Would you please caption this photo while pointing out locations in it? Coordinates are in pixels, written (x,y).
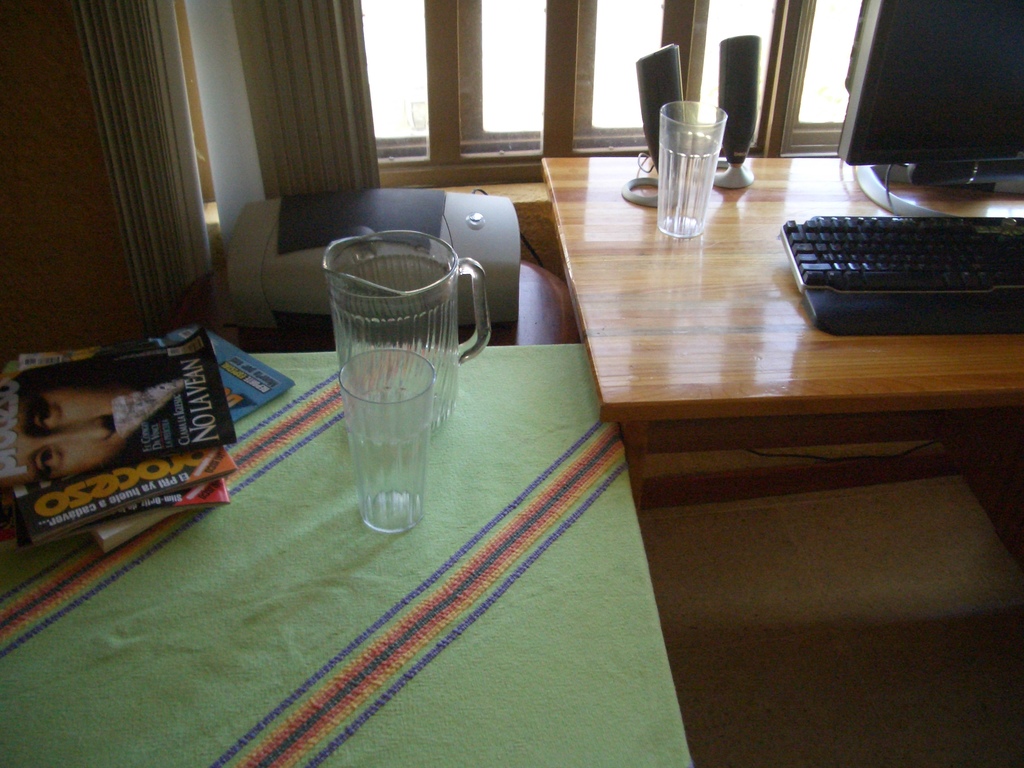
This is the desk (803,358) where keyboard (944,286), monitor (911,86), speakers (731,82) and tumbler (699,168) are placed. this is a table (425,662) covered with green cloth (472,611). On this table (212,544) I can see few books (167,435), tumbler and jug (376,327) are placed. At background (405,146) I can see a window (491,54) with curtains (268,131).
